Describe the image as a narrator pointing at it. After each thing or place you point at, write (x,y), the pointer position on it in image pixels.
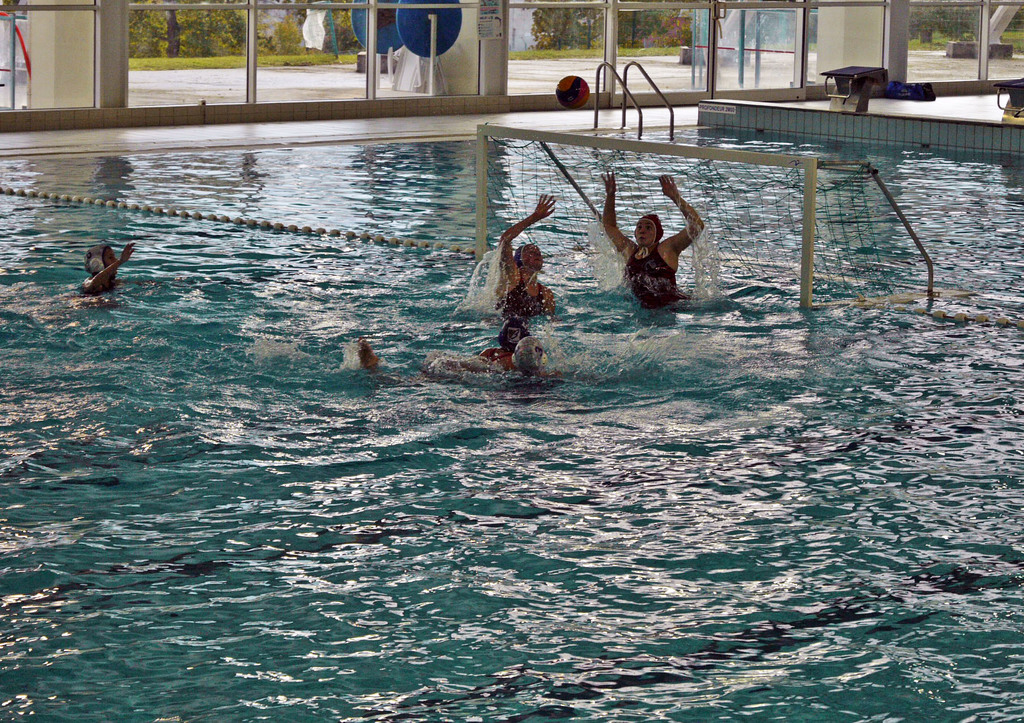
In the picture few people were playing with the ball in the swimming pool (433,448), around the swimming pool (36,163) there are glass doors (658,46) and behind the doors (246,53) there are many trees (571,44).
